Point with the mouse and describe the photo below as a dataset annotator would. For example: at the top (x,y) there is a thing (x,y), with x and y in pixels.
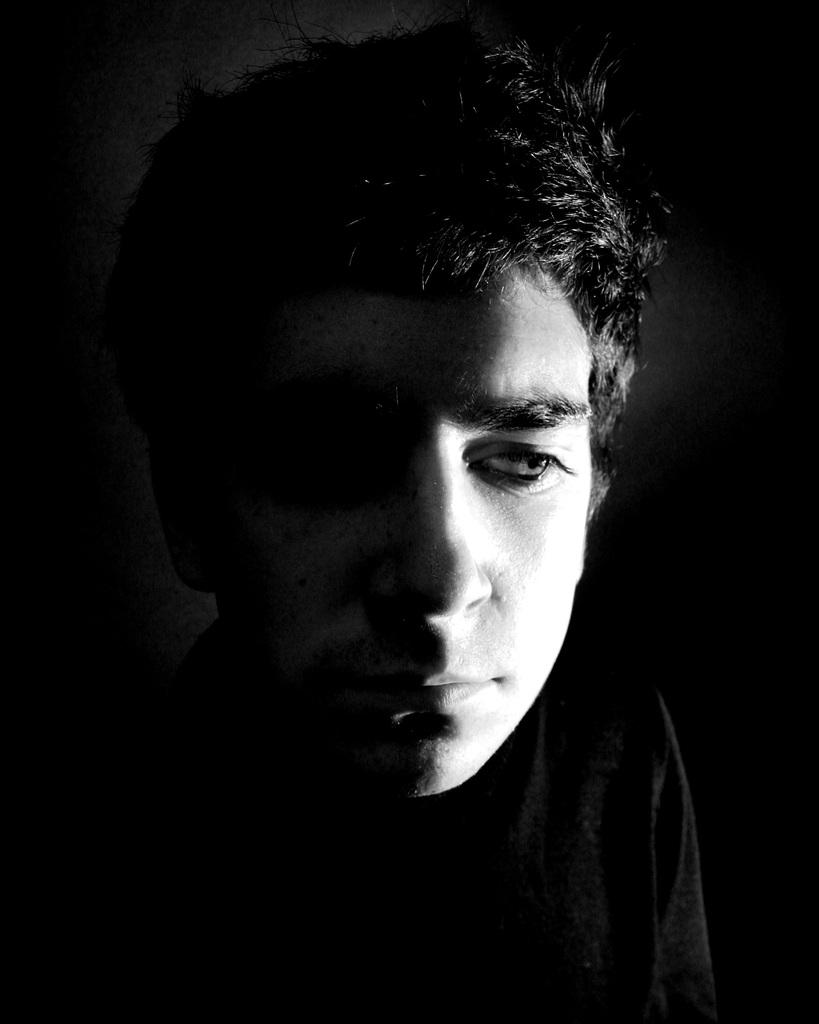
In this image I can see a man (288,245) and I can see this image is black and white in colour.
